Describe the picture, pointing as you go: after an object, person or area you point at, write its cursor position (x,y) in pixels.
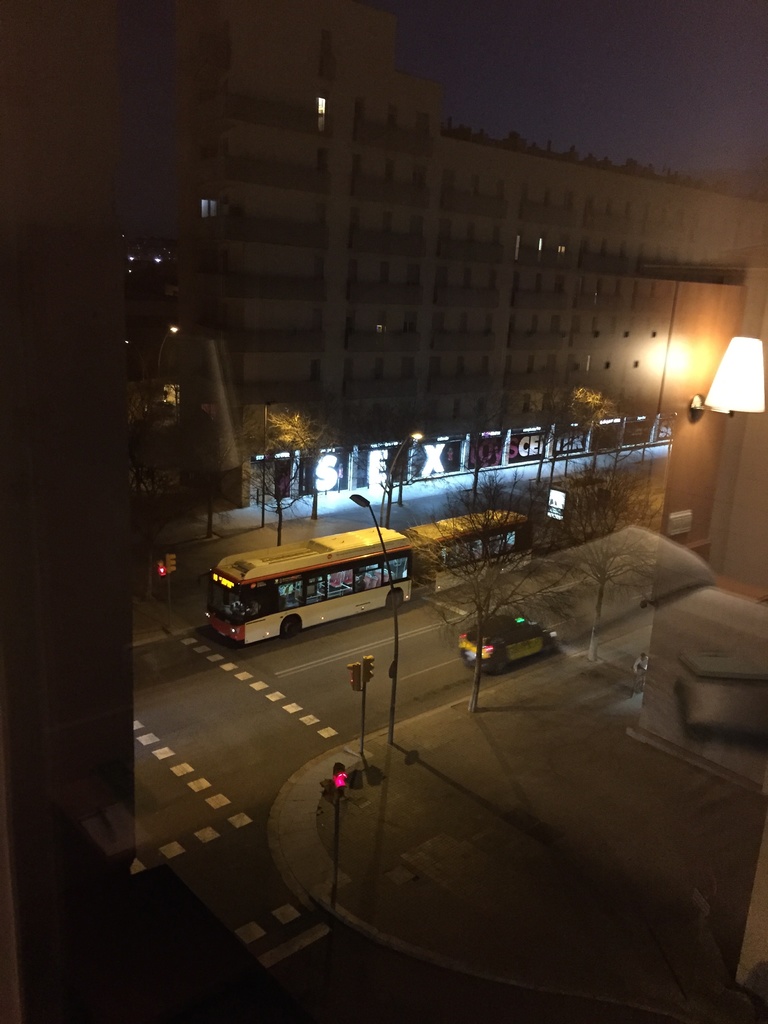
In the picture I can see the vehicles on the road (542,559). I can see the light poles (394,678) on both sides of the road (384,645). I can see a traffic signal pole (358,664) on the side of the road (338,623). In the background (575,265), I can see the building (619,262).
